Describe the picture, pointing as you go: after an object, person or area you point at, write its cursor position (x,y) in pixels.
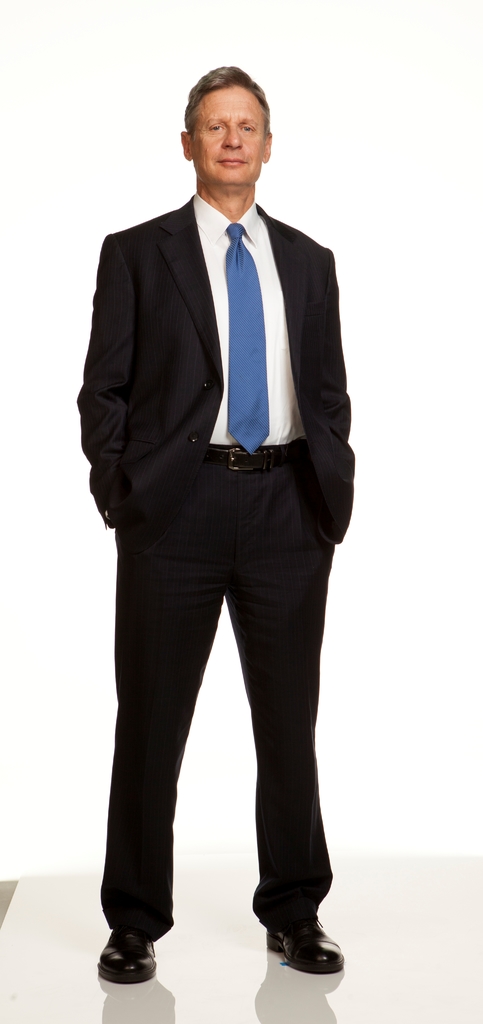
In this image the person (174,688) standing in the white color background. And he wears a white shirt (279,338), blue tie (244,373), black coat (154,420) and black shoes (121,962).
